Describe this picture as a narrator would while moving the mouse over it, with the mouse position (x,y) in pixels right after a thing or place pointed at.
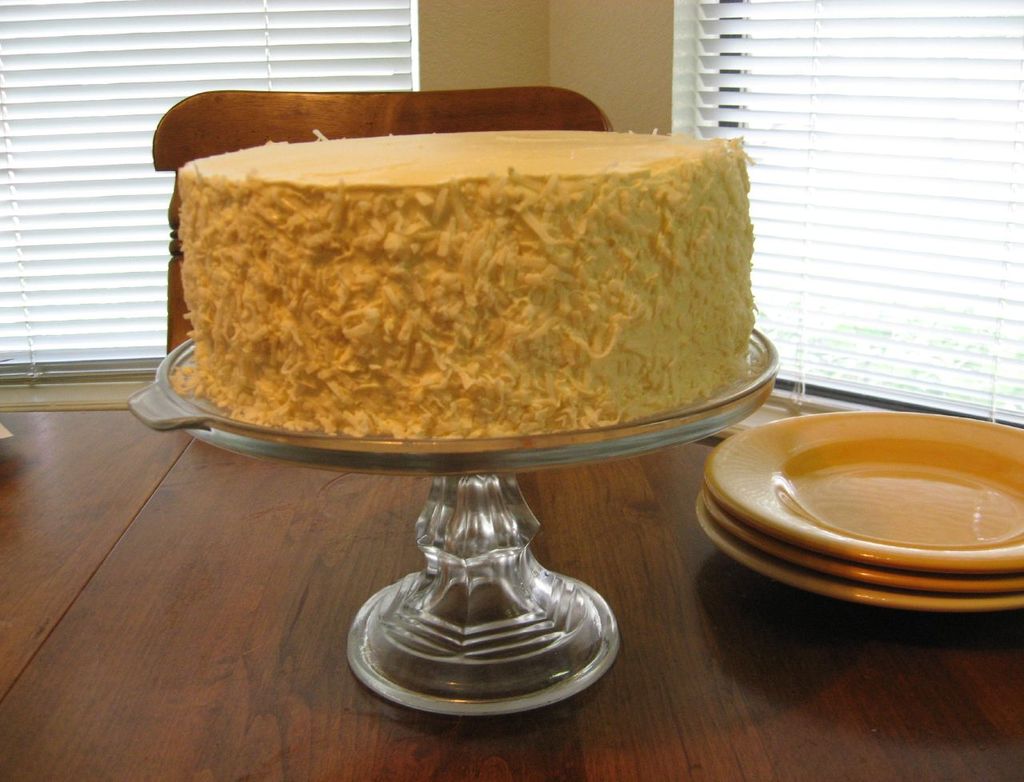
In the picture we can see a cake (710,144) on the cake stand (343,455) which is on the table (95,733) and beside it, we can see some plates (849,463) and behind the table (66,536), we can see a chair (306,101) and behind it we can see a wall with two curtains (74,280) to it.
